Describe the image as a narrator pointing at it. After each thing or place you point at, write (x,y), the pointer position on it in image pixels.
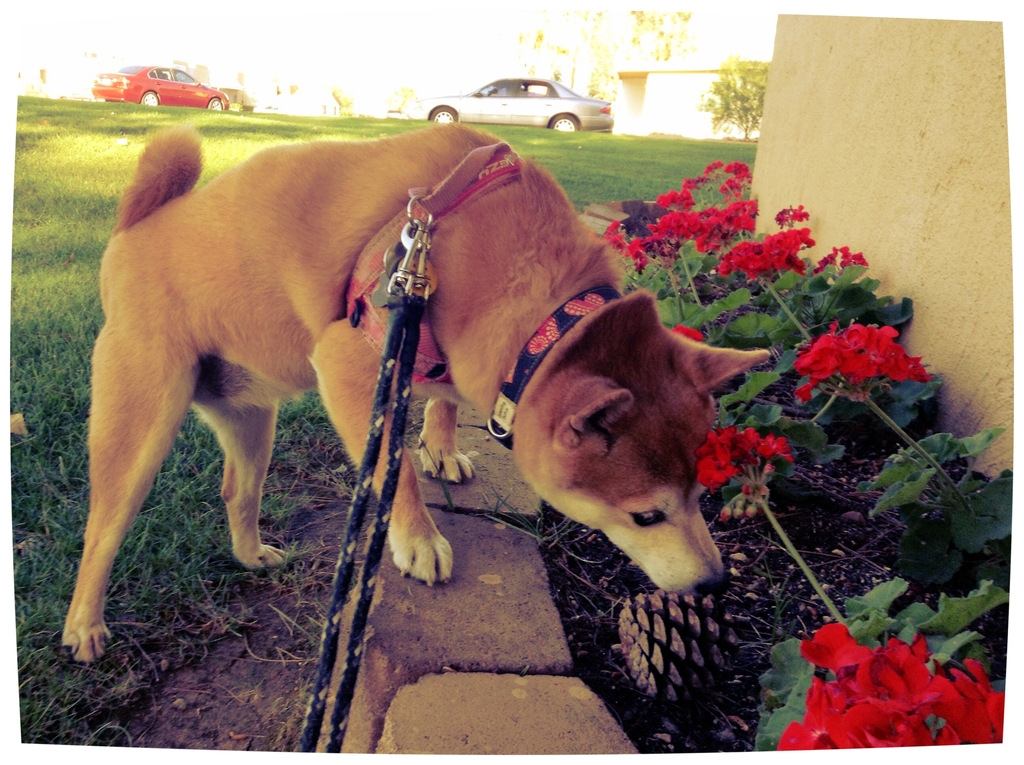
There is a dog (273,201) with belt (375,309) and we can see grass (669,159), flowers (914,681), plants (700,197) and wall (813,100). Background (748,87) we can see cars (95,84) and tree (723,118).
